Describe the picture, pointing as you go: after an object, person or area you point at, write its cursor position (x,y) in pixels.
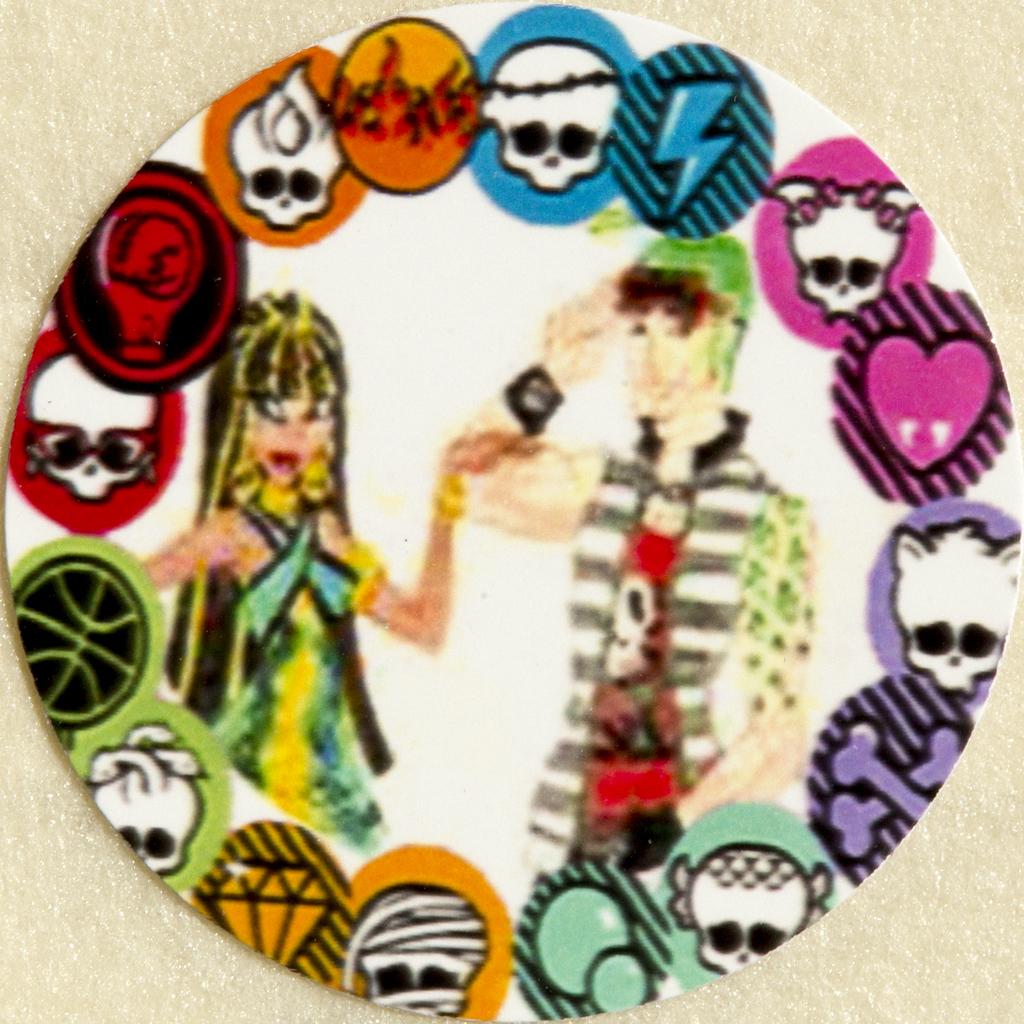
In this image we can see a depiction of a boy (516,476) and girl (302,611).
